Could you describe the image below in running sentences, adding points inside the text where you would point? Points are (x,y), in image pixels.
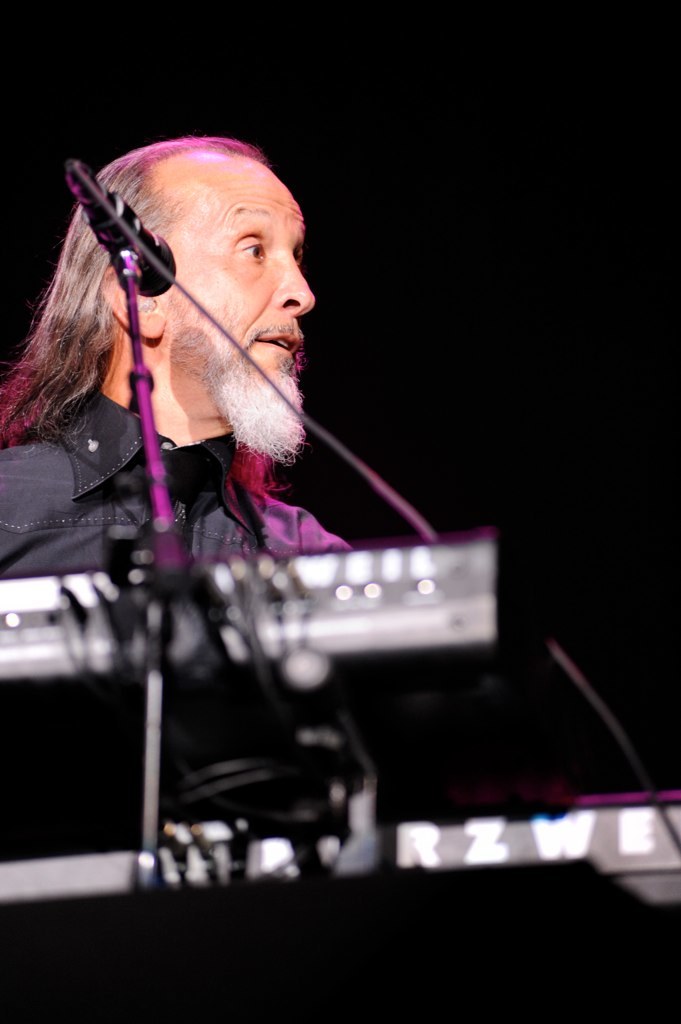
In the picture we can see a man (55,342) standing in a white beard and long hair (60,310) and beside him we can see the musical instrument (402,605) with a microphone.
